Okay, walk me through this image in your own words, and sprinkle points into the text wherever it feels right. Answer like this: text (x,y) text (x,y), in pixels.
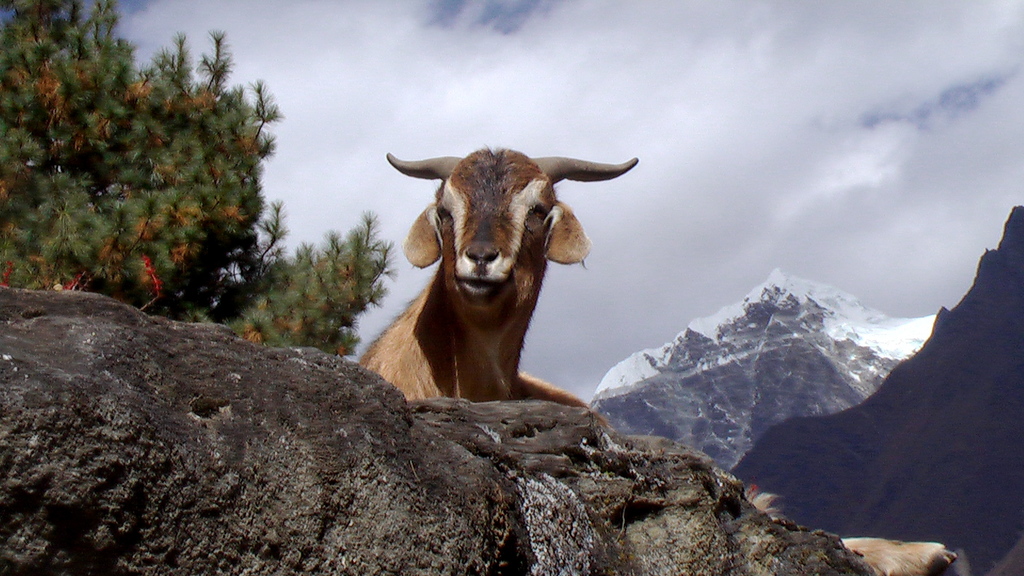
This is an outside view. At the bottom (309,533) there is a rock (329,455). Behind the rock (122,432), I can see an animal (473,256). On the left side (108,153) there is a tree (61,95). In the background (721,393), I can see the mountains (767,353). At the top (501,14), I can see the sky (608,58) and clouds (742,90).
